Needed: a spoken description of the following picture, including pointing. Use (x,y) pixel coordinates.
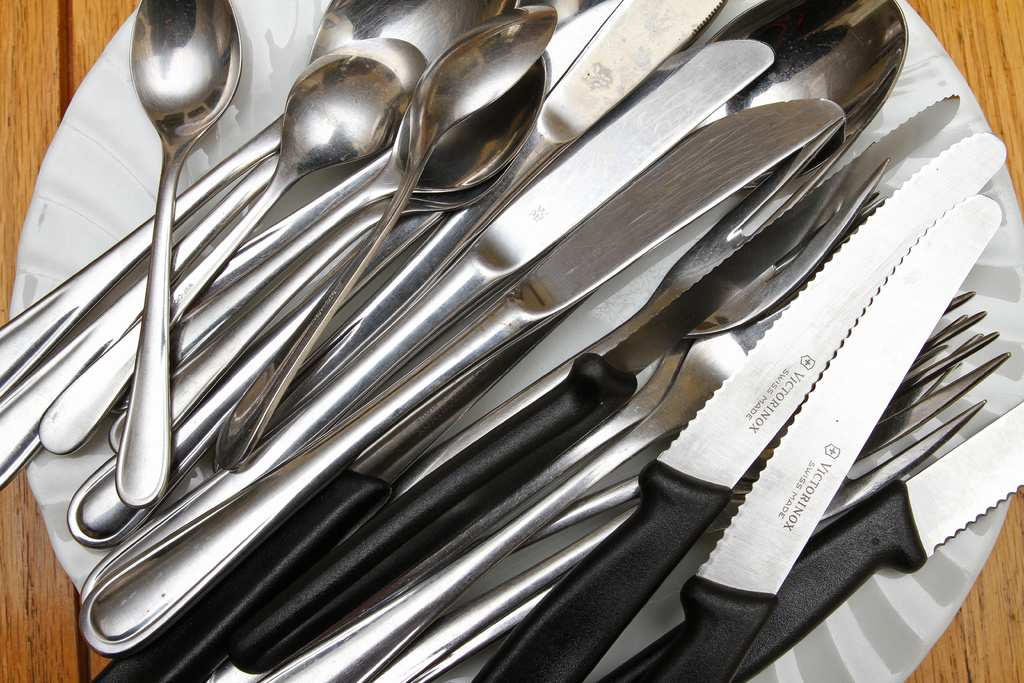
Here we can see spoons (307,167), forks (658,416), knives (484,461) on a plate (86,90) on a platform (77,659).
